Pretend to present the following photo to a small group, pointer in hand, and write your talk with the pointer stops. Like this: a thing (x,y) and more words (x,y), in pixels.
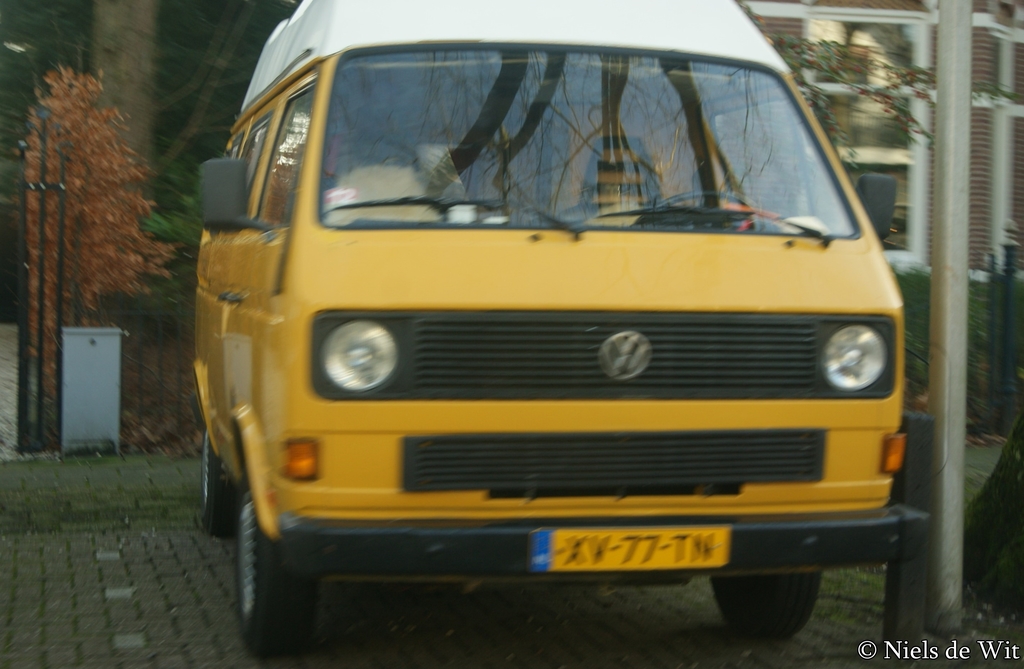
In the center of the image (420,349) we can see a yellow color vehicle (450,389) parked on the road (191,587). In the background (787,41) we can see the building (792,27), fence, trees (127,294). On the right (938,179) there is a pole (938,179) and in the bottom right corner (940,641) there is text (931,652).
